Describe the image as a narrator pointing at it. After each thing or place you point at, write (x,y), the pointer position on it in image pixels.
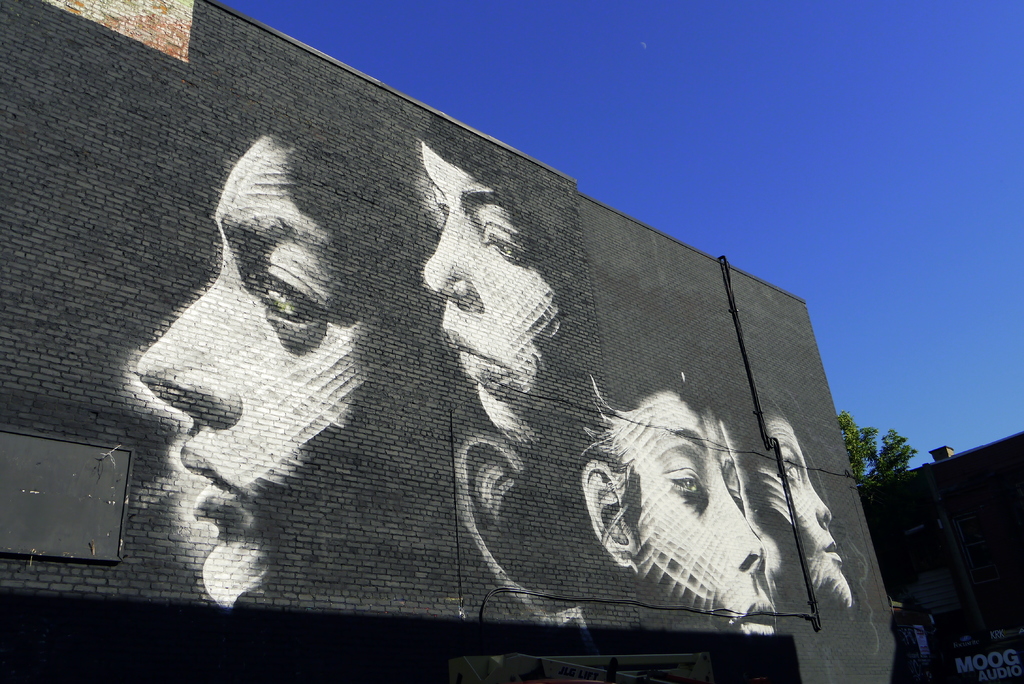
In the image we can see on the wall (330,188) there is a black and white painting (479,388) of the faces (476,382) of people (669,531) and behind there are trees (891,459) and there is a building (922,529). There is a clear sky (794,158) on the top (677,189) and the wall (261,167) is made up of bricks (133,133).
